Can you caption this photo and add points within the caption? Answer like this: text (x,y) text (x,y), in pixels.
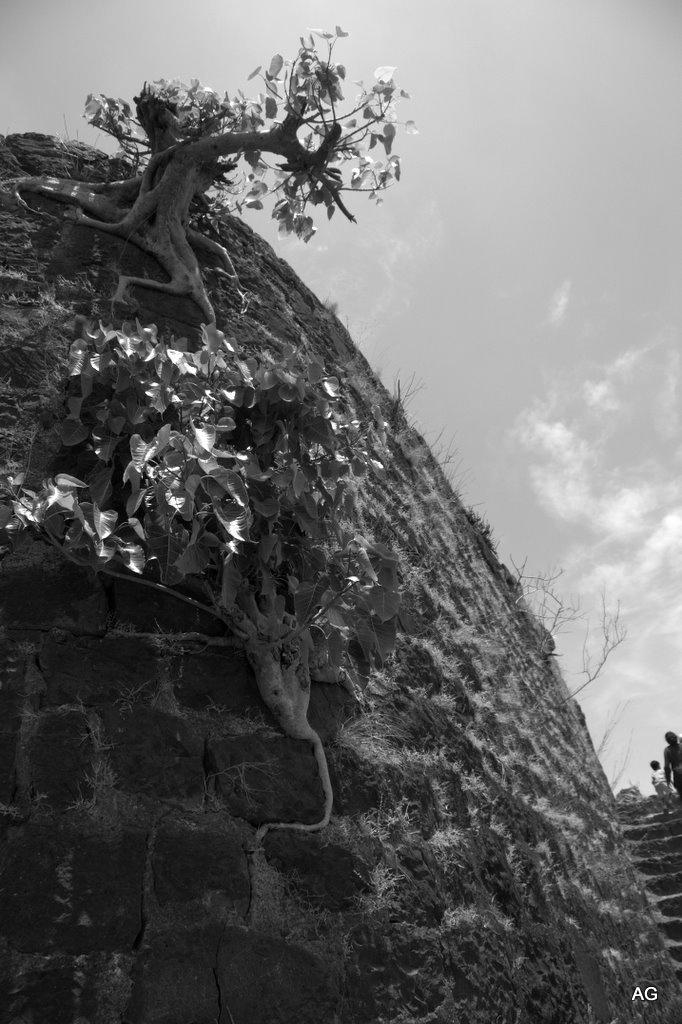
This is a black and white image where we can see trees (216,643) on the wall (320,847). At the top of the image (481,150), we can see the sky (499,450). On the right side of the image (658,769), we can see two people (672,756) and stairs (658,861).
